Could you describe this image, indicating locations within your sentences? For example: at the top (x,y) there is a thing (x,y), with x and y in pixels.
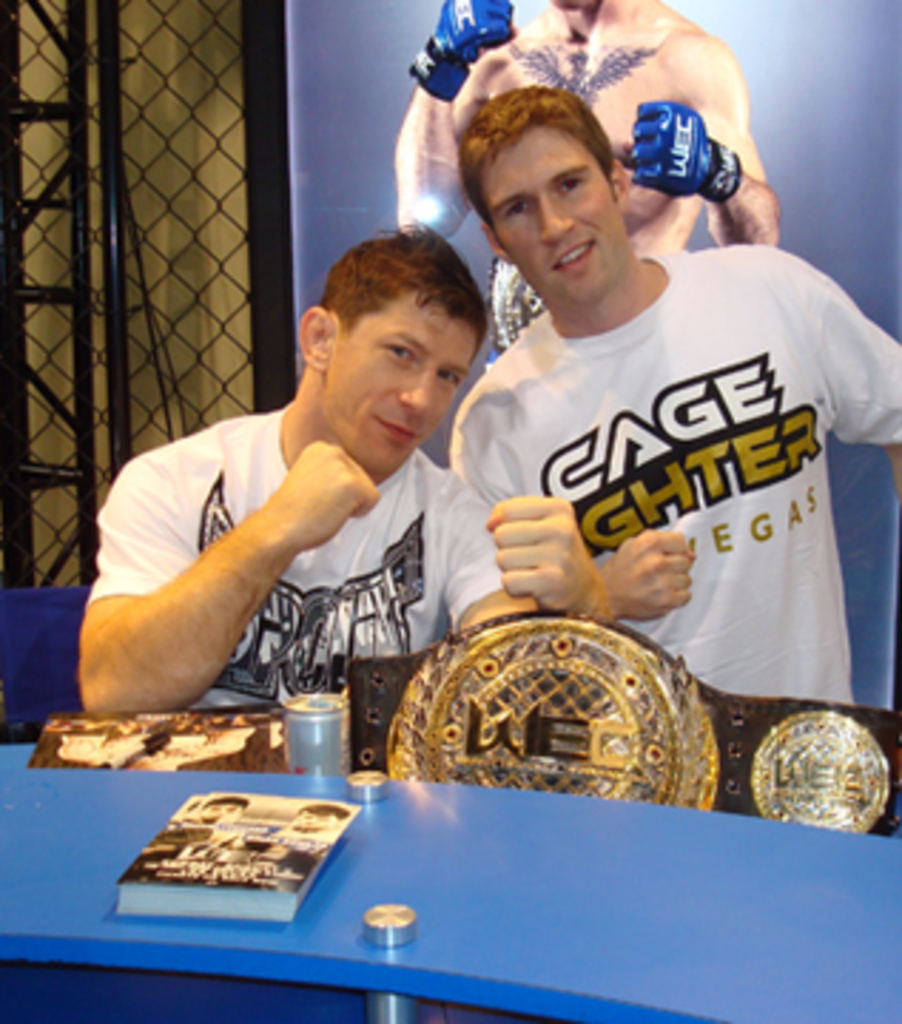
In this image I can see two persons (459,502). In front (687,917) I can see the book (199,902) and few objects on the blue color surface (498,900). In the background (433,217) I can see the board (368,107) and the railing (219,261).
